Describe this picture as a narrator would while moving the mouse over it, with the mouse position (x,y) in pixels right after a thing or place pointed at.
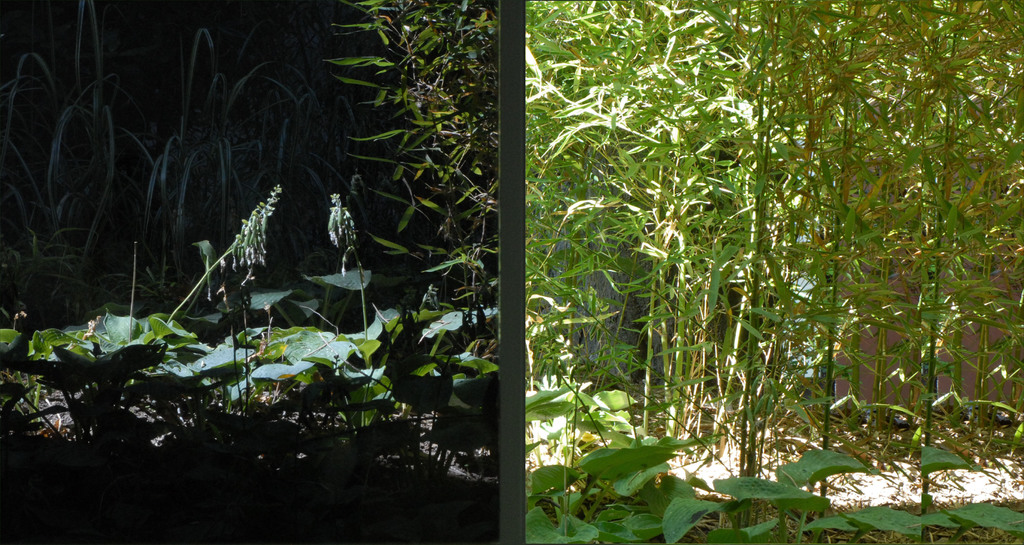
This is a collage picture. Here we can see plants (637,522).
